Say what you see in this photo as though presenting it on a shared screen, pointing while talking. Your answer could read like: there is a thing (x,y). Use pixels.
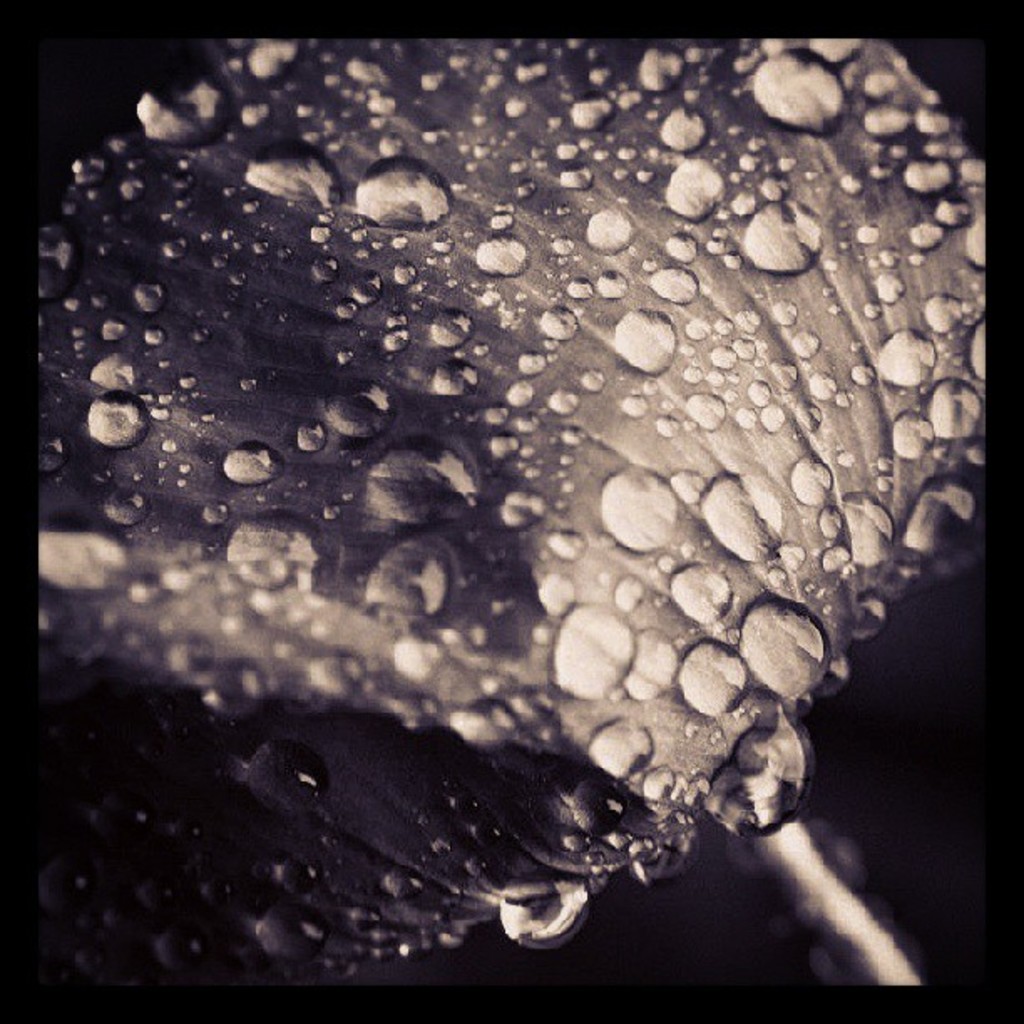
This is a black and white picture. In the middle of the picture (514,636), it seems like a flower (512,546) on which we can see the droplets of water (784,649). This picture might be a photo frame.
